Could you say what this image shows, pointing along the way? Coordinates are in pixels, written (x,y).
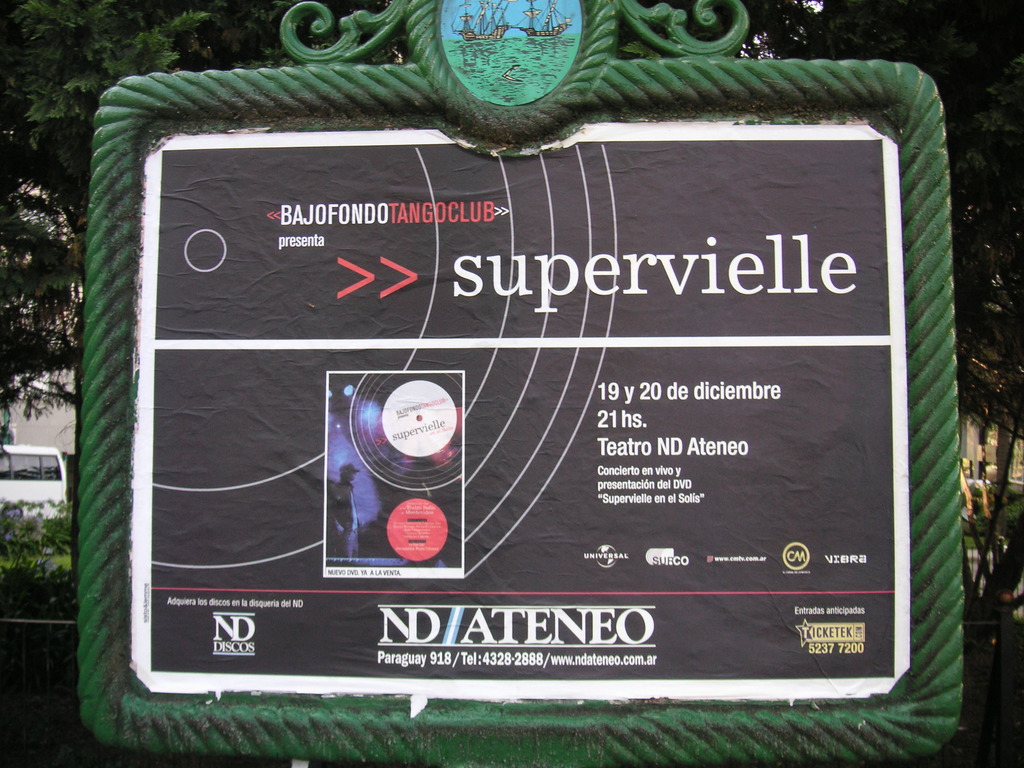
In the center of the image (657,398) there is a board (435,539). On the left (26,503) there is a vehicle (33,483). In the background (38,66) we can see trees (33,78).
